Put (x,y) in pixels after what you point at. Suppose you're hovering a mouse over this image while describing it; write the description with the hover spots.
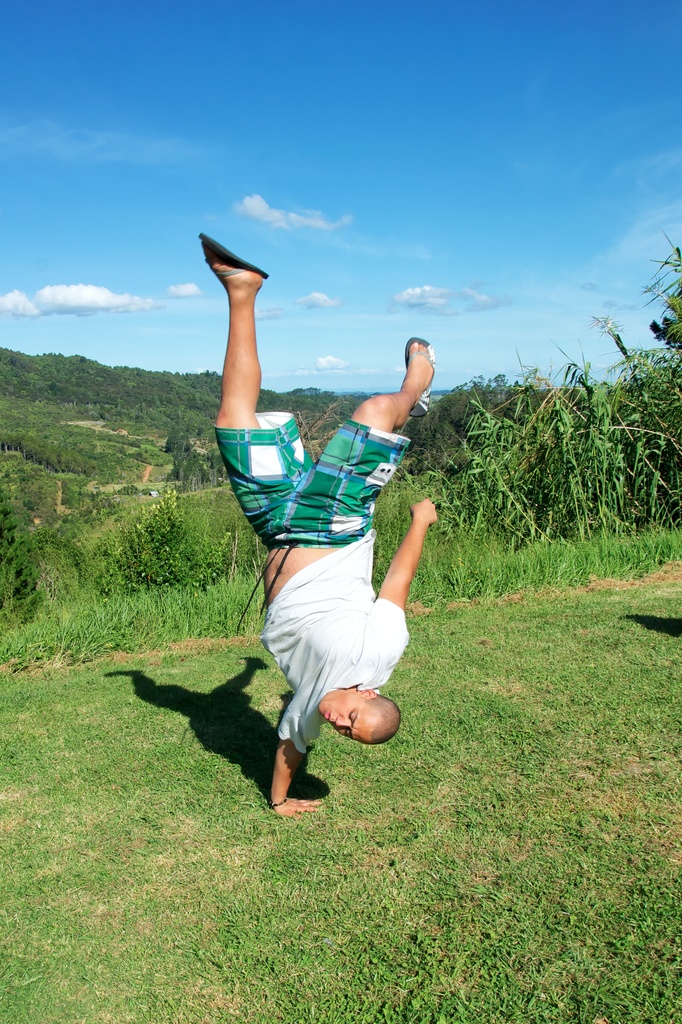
In this image I can see a person (370,673) visible on the ground (550,698) and I can see the sky (131,173) and grass (520,479) visible in the middle (454,501).
